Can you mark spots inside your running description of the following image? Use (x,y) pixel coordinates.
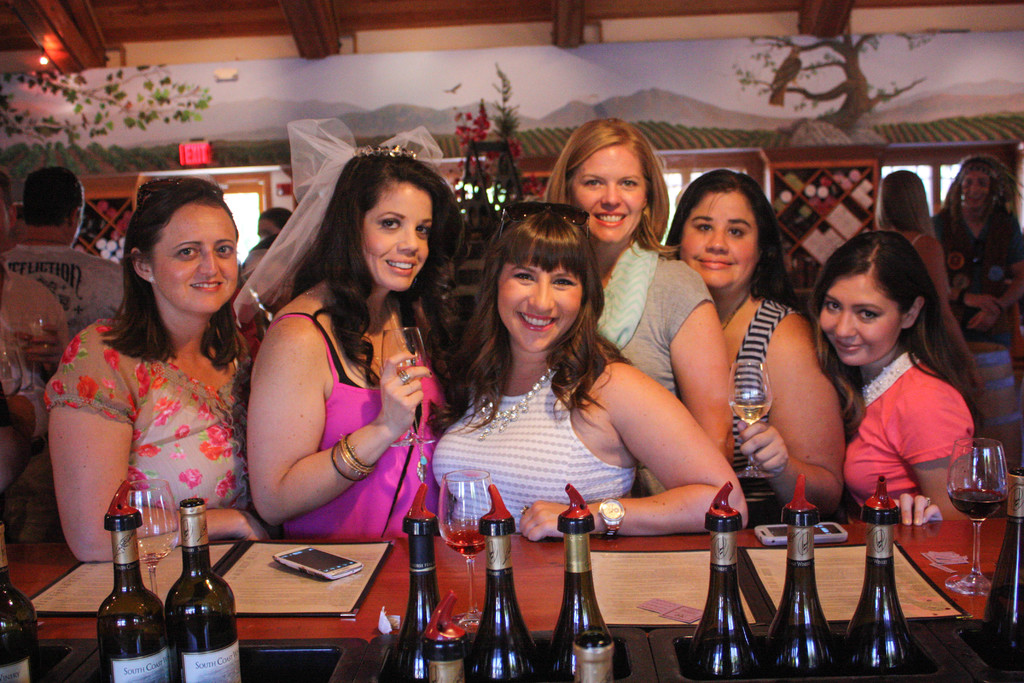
In this picture we can see a group of woman (481,339) standing and smiling and in front of them we have mobile (343,577), menu cards (605,569), phone (762,529), bottles (802,594), glass (958,497) drink (997,496) in it on table (382,592) and in background (83,167) we can see wall (905,132) with painting (235,103).
